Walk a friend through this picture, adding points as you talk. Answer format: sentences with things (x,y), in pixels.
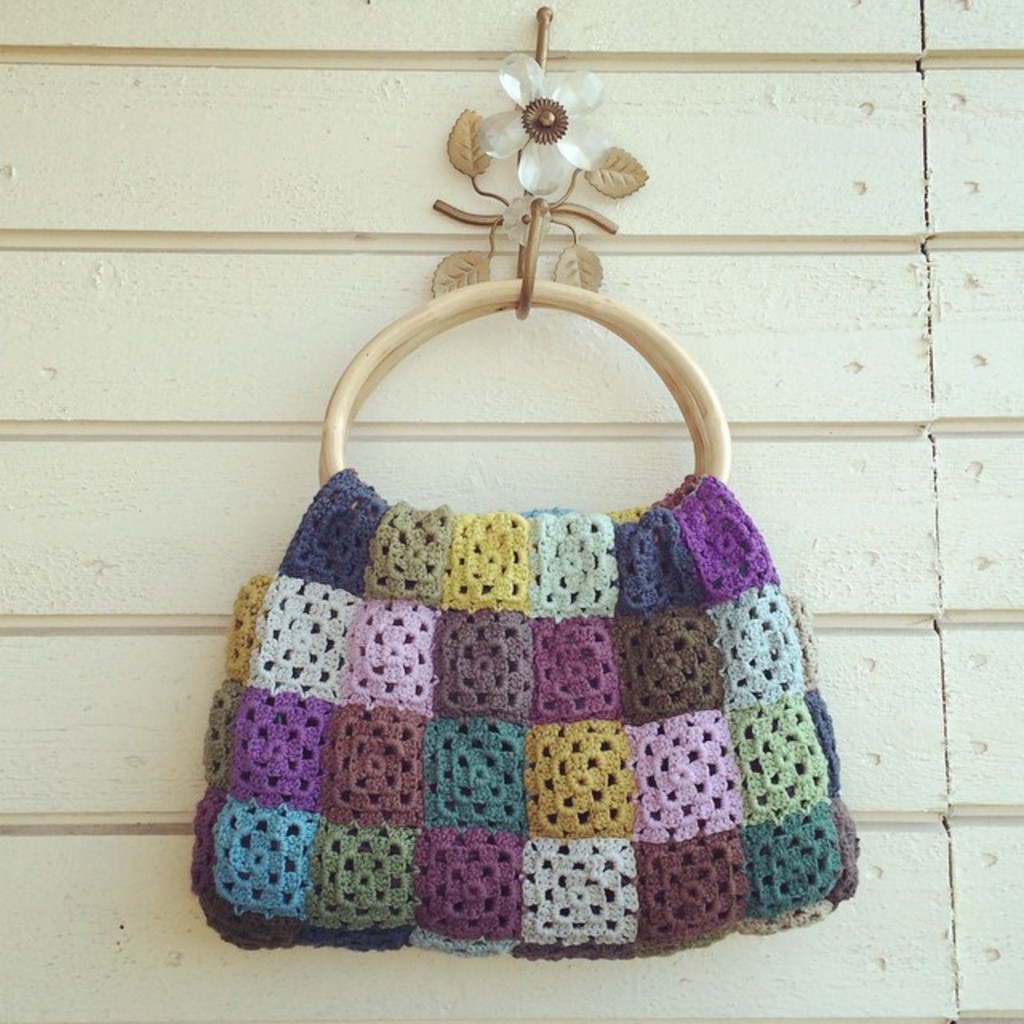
This is a handbag (487,712) shown in picture.
